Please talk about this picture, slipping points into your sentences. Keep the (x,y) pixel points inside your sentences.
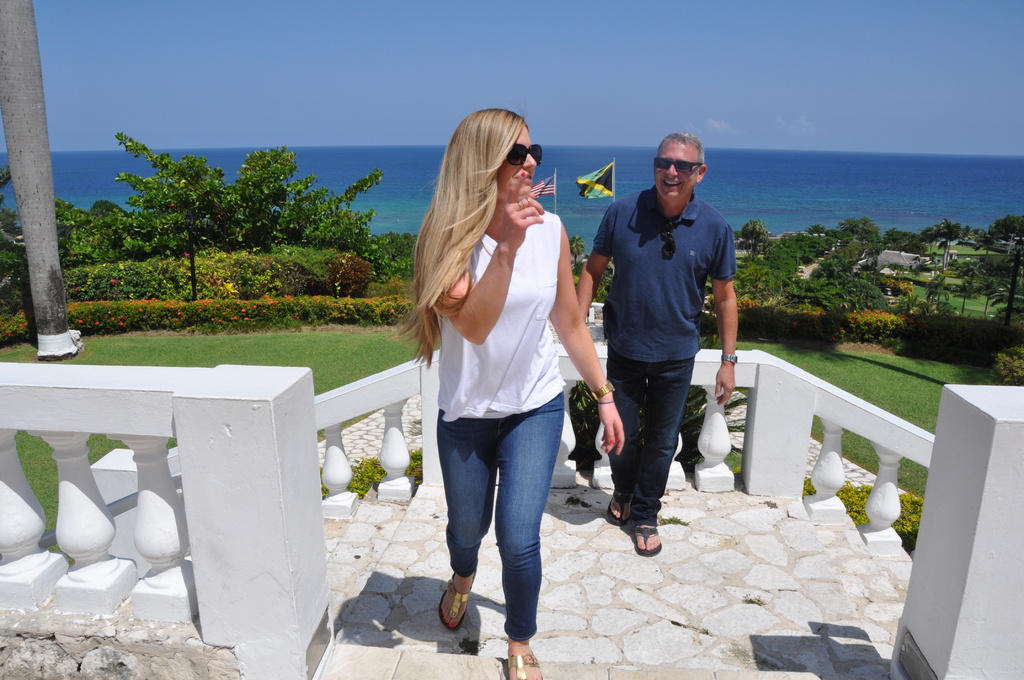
In this picture we can see a woman (535,384) in the front (525,345) wearing white t-shirt (525,350) and jeans (523,507), walking in the front (519,469). Behind there is a man (635,288) wearing a blue t-shirt (635,288), standing and smiling. Behind there is a white concrete railing (307,461) and green lawn (842,374) with some trees (925,308) and plants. In the background (571,177) we can see the sea water (711,171) and on the top (279,72) there is a clear blue sky (266,69).
